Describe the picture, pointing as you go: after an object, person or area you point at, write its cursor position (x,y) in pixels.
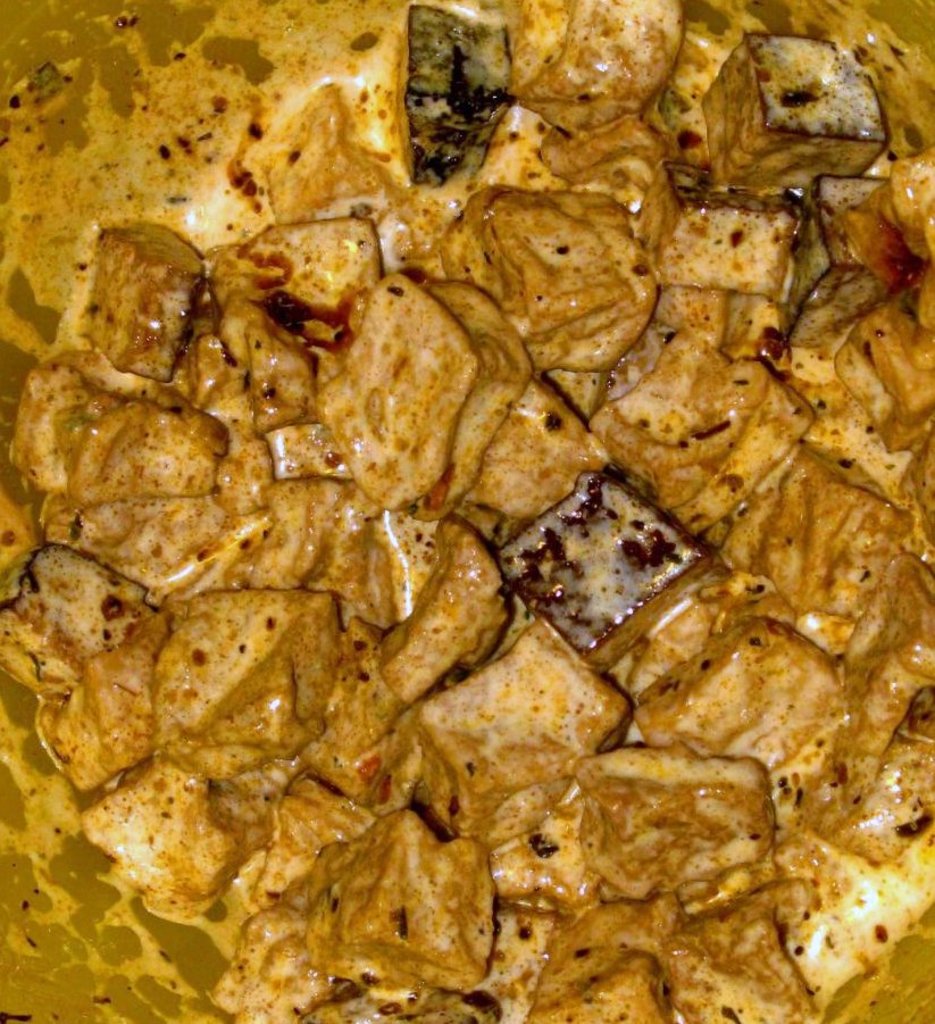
There are pieces (346,252) of a food item (531,772) arranged in a soup (157,396).
